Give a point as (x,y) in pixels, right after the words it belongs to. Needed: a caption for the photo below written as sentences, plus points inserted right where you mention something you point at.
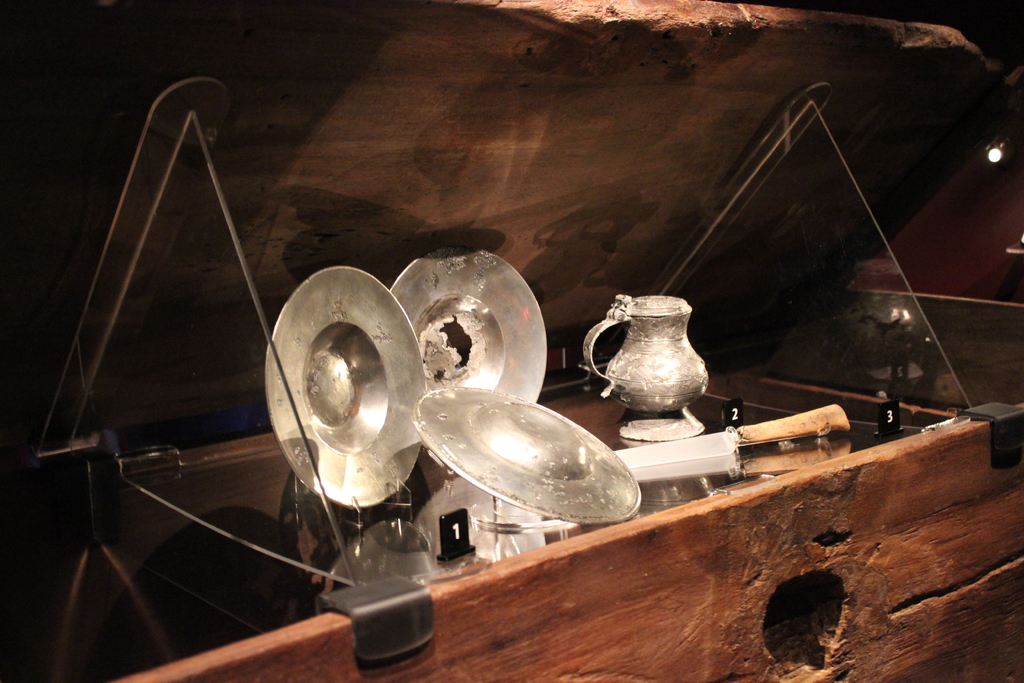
In this image we can see a box (937,496). In the box (535,266) there are plates (489,332), jar (587,359) and few objects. Right side (1001,150), we can see a light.
